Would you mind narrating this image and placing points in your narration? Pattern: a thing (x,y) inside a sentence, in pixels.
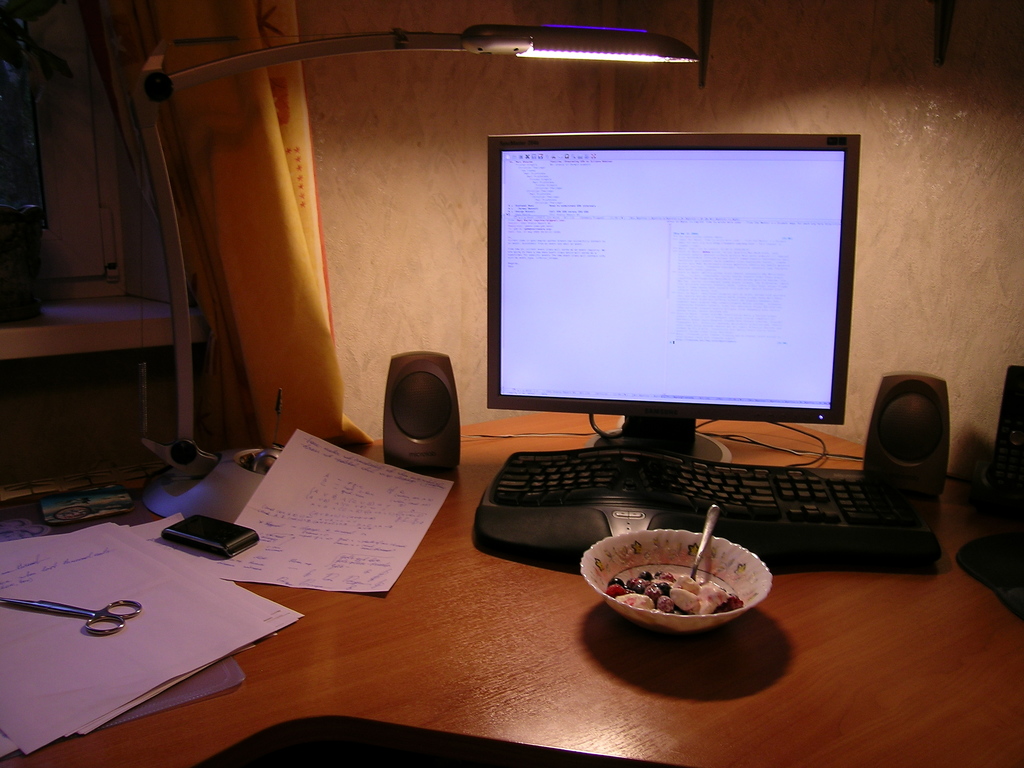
This is a picture of a room (698,656) where there is a computer (518,494), speakers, paper (180,556), scissor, phone (178,538), bowl (689,559) of food (618,581), spoon (710,541), cables (780,451) in the table (466,457) and in the background (423,33) it has a table lamp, curtain (249,117), and a rack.
